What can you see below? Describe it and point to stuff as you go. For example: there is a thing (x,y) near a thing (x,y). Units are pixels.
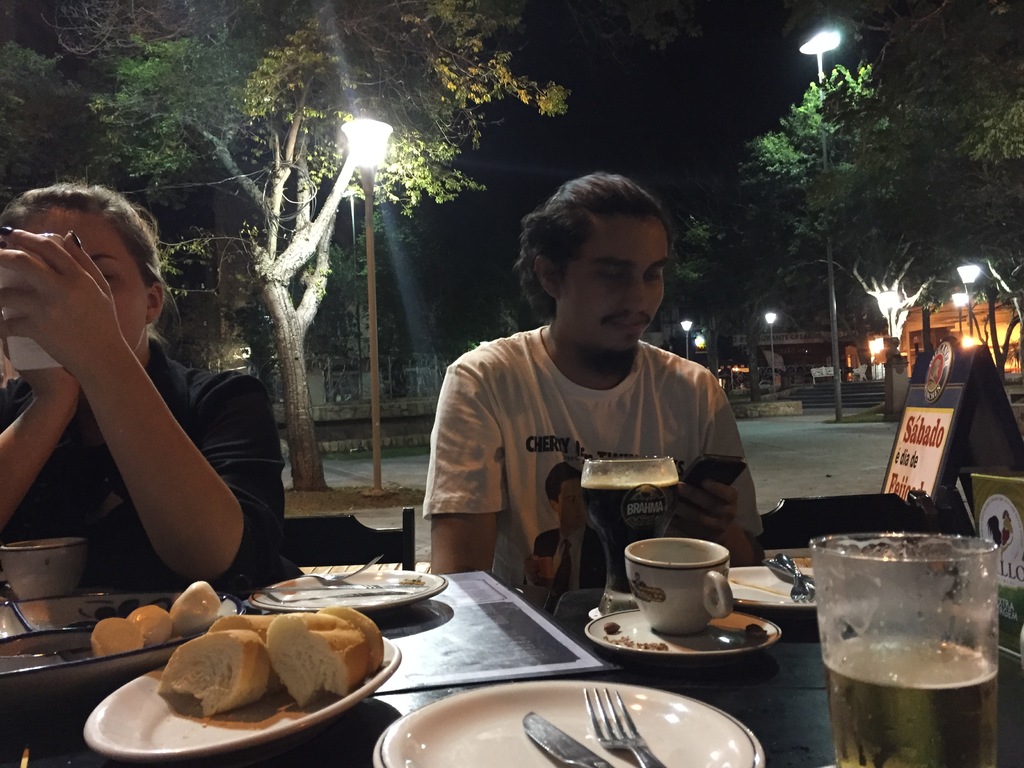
There is a person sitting on a chair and he is checking his mobile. There is a woman (246,410) in the left side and she is holding a cup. This is a table (762,689) where a plate (699,718), a glass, a cup (718,587), a spoon (780,566) and a fork (640,746) are kept on it. In the background (362,152) we can see trees (377,82) and street lights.
